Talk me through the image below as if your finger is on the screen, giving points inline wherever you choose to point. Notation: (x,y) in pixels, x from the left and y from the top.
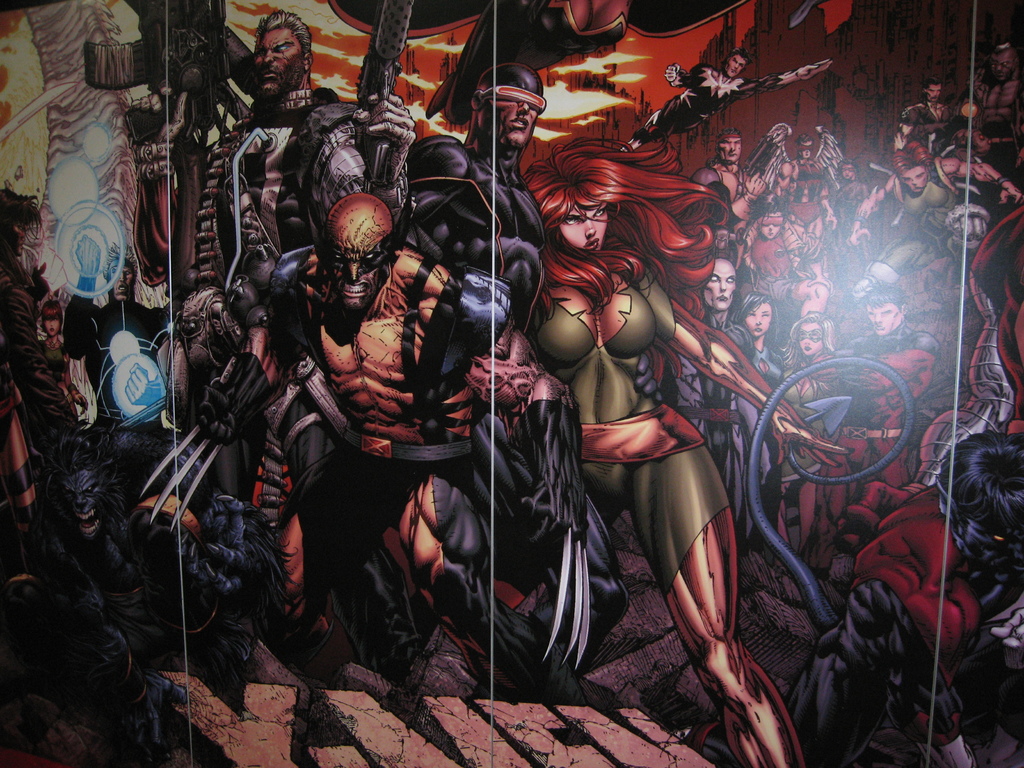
This is a graphical image and I can see few cartoons (474,368).
